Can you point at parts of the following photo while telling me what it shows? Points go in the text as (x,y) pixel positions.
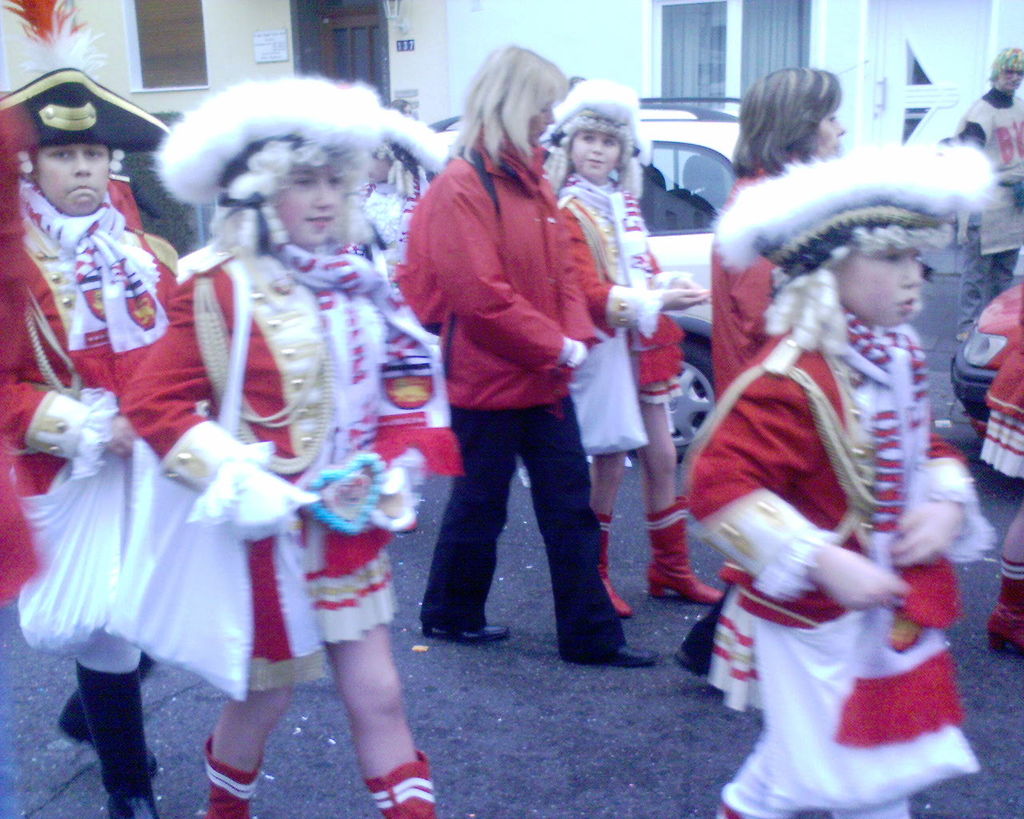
In this image, we can see people (498,217) wearing costumes (220,418) and walking. In the background (718,119), there are vehicles (678,131) and buildings (672,53). At the bottom (545,738), there is road (502,707).
